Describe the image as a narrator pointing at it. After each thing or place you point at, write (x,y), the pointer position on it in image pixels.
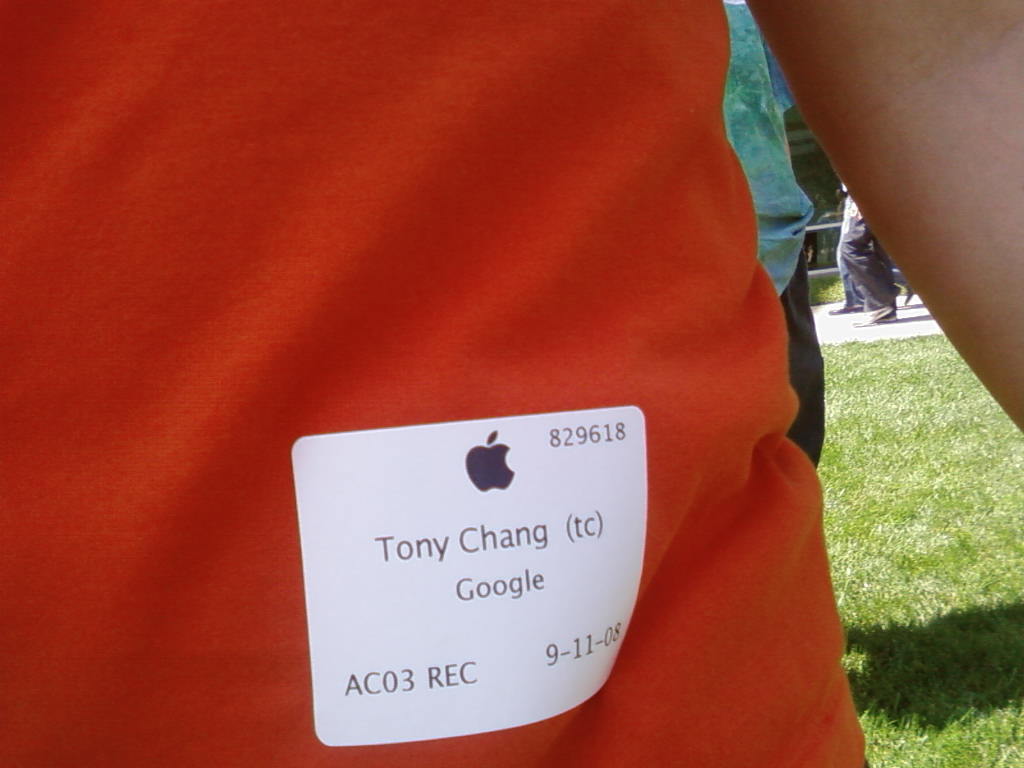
In this image I see the orange color cloth (432,216) on which there is a white paper (441,526) and I see numbers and words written on it and I see a logo (484,480) over here. In the background (751,70) I see few persons (862,276) and I see the green grass (892,410).
